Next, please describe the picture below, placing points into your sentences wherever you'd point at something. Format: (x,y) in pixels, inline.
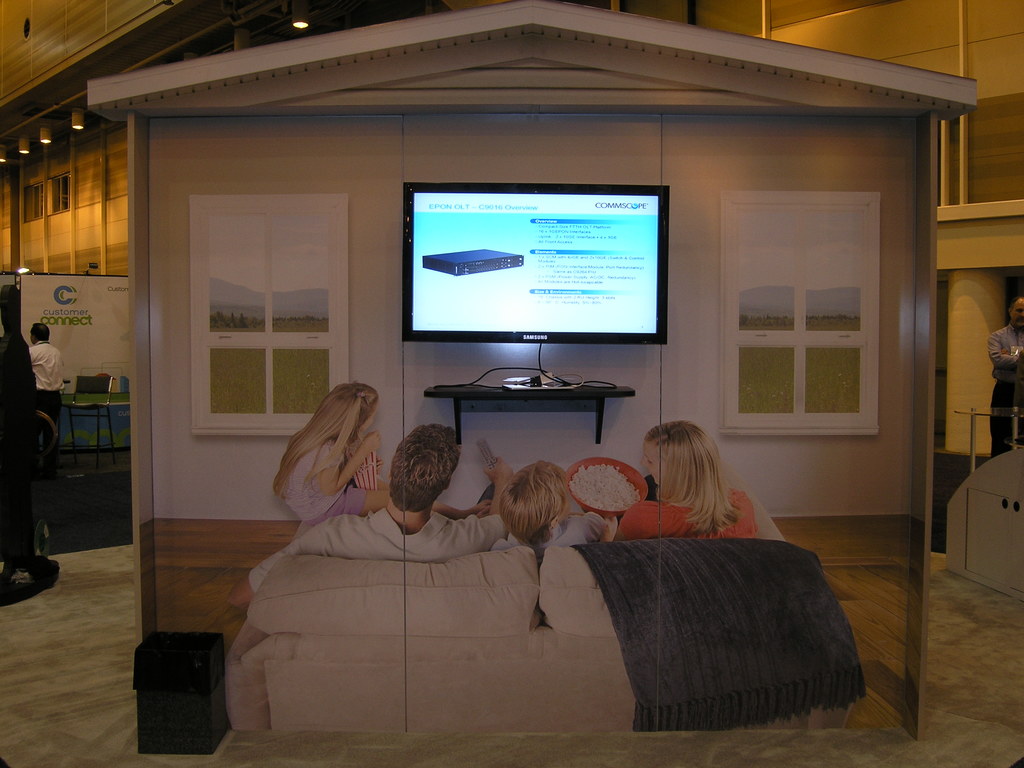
In this image we can see a television (598,253) and a stand (554,406) fixed to the wall (589,427). Here we can see the poster (318,150) to the wall (248,171) where we can see a sofa (436,674) on which people (514,492) are sitting and windows (289,423). Here we can see a box (163,716) placed on the floor (278,746). In the background (54,387), we can see people (49,404) standing here, chairs (91,389), banners (75,363), wall (89,198) and light (23,140).
